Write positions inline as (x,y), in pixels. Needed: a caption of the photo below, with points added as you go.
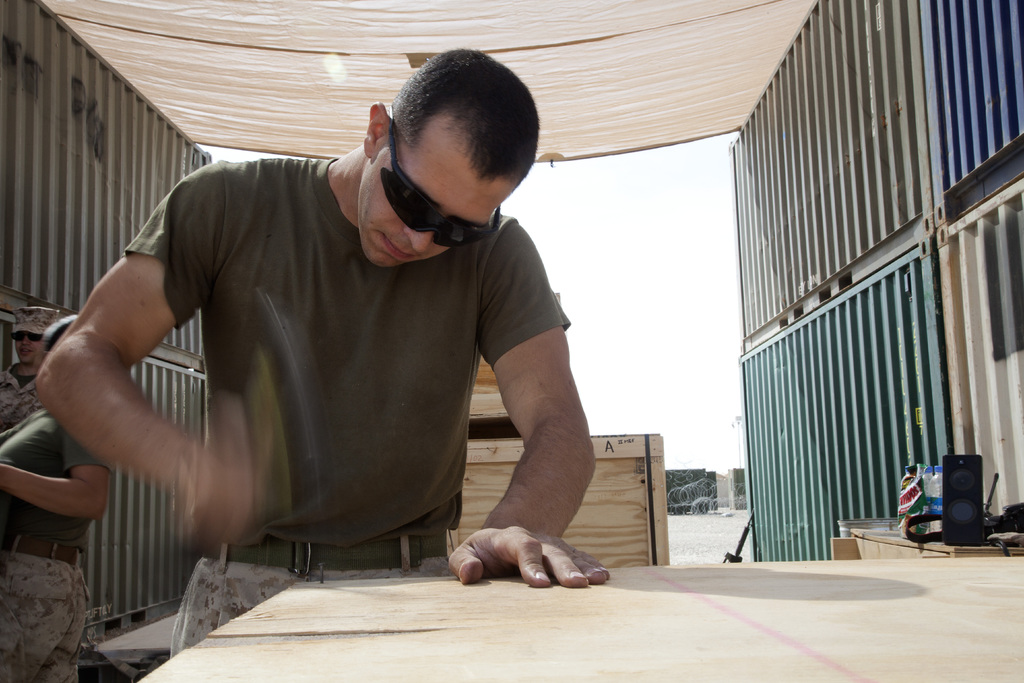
There is a man (402,547) with goggles (391,177) and he is looking to hit the nail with a hammer (278,447). There are two people (25,321) on the left side (62,443). There is a speaker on the right side (980,532) on a table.
